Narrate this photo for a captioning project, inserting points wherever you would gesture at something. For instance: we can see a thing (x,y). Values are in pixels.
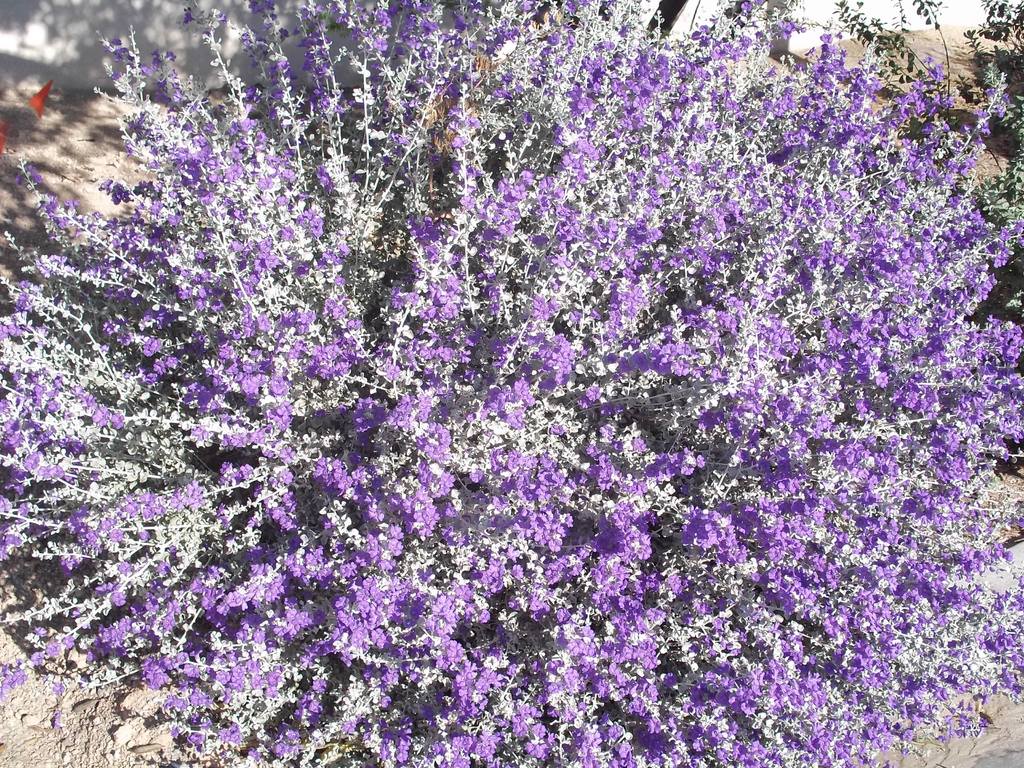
As we can see in the image there are plants (558,387) and flowers (645,650). In the background (56,54) there is a white color wall (71,52).
